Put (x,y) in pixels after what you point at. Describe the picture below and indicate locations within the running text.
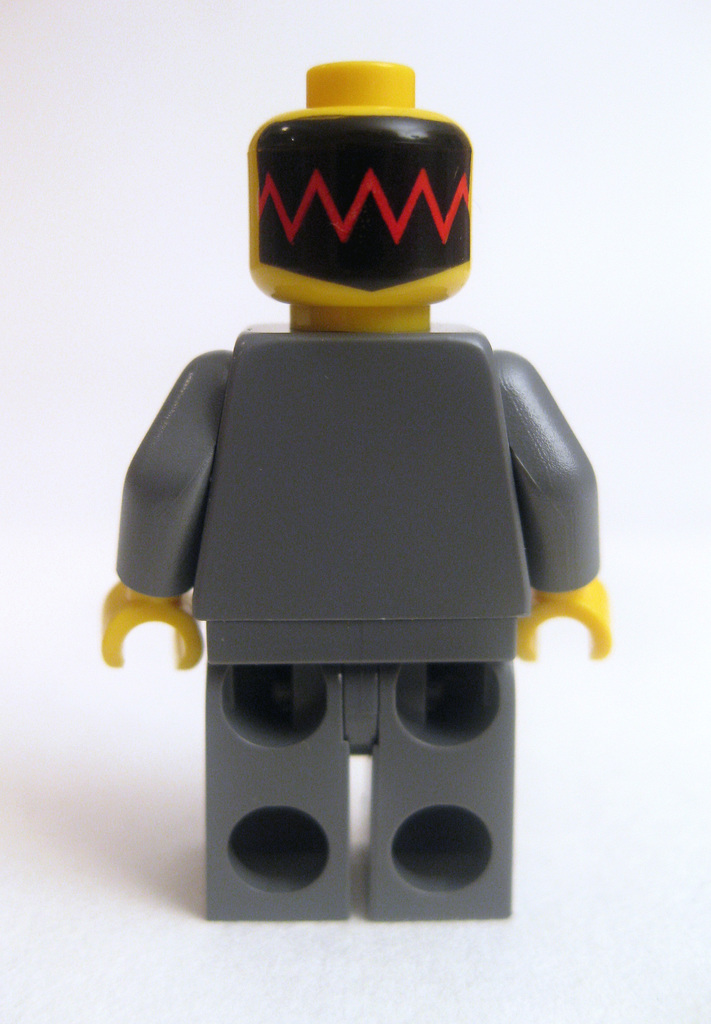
We can see a toy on the white platform (452,971). In the background (582,428) it is white.
